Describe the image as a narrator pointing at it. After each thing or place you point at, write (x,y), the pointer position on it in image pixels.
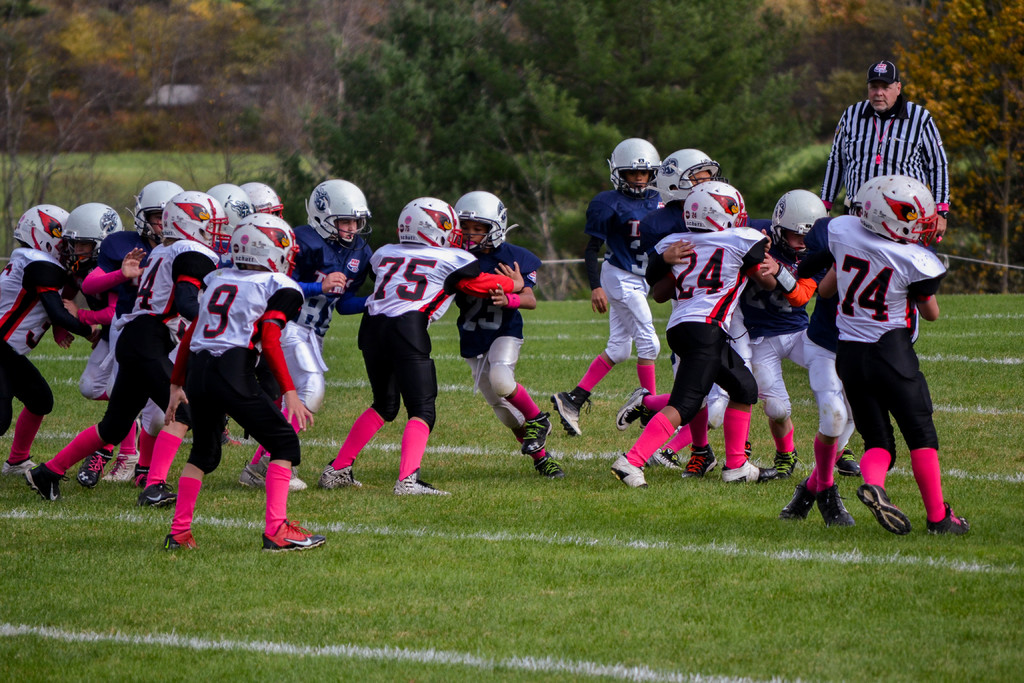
This is a playing ground (369,596). Here I can see few people (368,300) wearing t-shirts (413,307), shorts (229,354), helmets (214,212) on their heads (261,263) and playing a game. On the right side (892,98) there is a man (876,108) standing and looking at these people (242,317). In the background (525,64) there are many trees (401,87). On the ground (340,613), I can see the grass (299,613).
